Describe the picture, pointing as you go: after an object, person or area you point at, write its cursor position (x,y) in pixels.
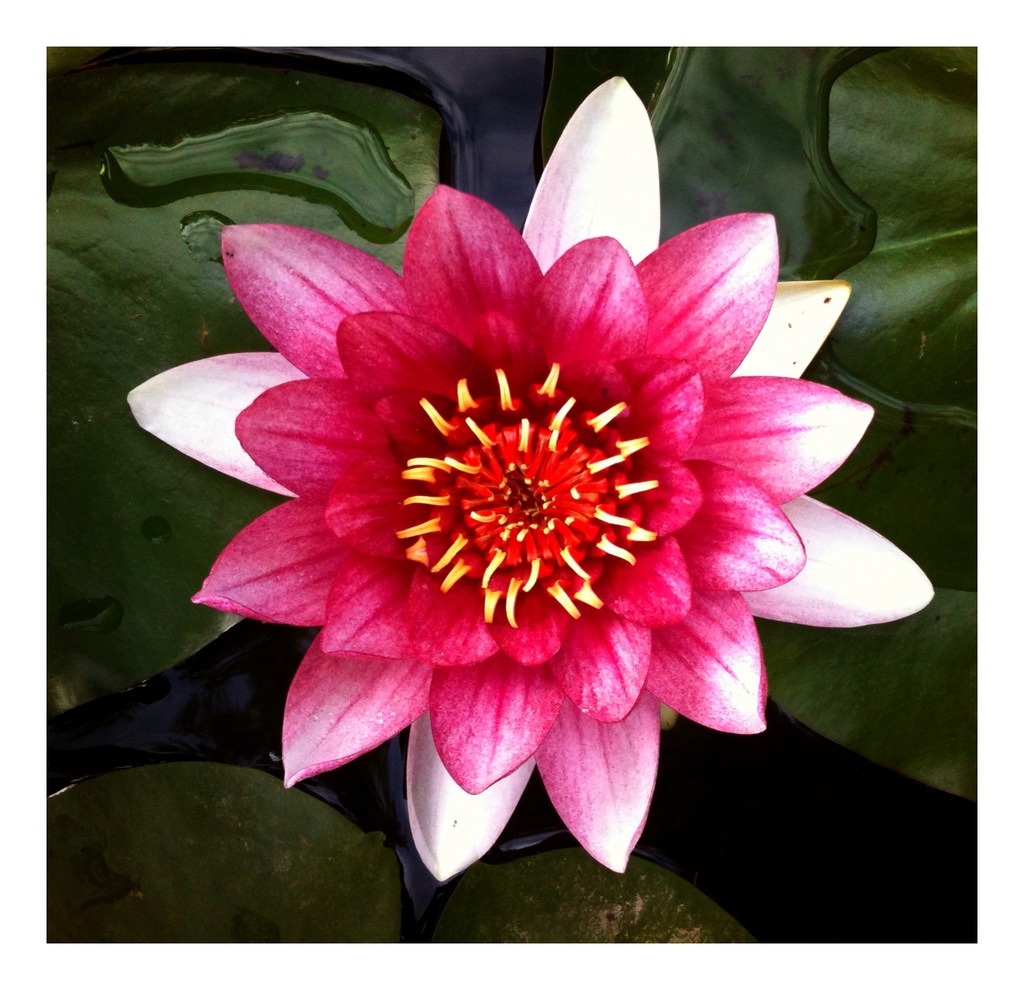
In this picture I can see a flower (487,623). There are a few leaves (272,868) visible in the water (405,927).
